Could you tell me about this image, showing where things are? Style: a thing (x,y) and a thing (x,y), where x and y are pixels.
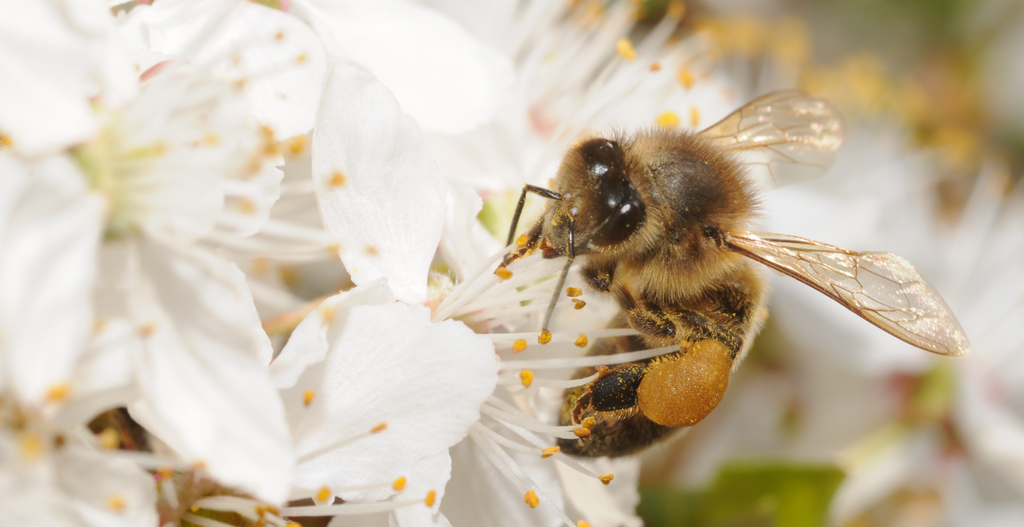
In this picture we can see a honey bee (603,220) on the flowers (588,319).
